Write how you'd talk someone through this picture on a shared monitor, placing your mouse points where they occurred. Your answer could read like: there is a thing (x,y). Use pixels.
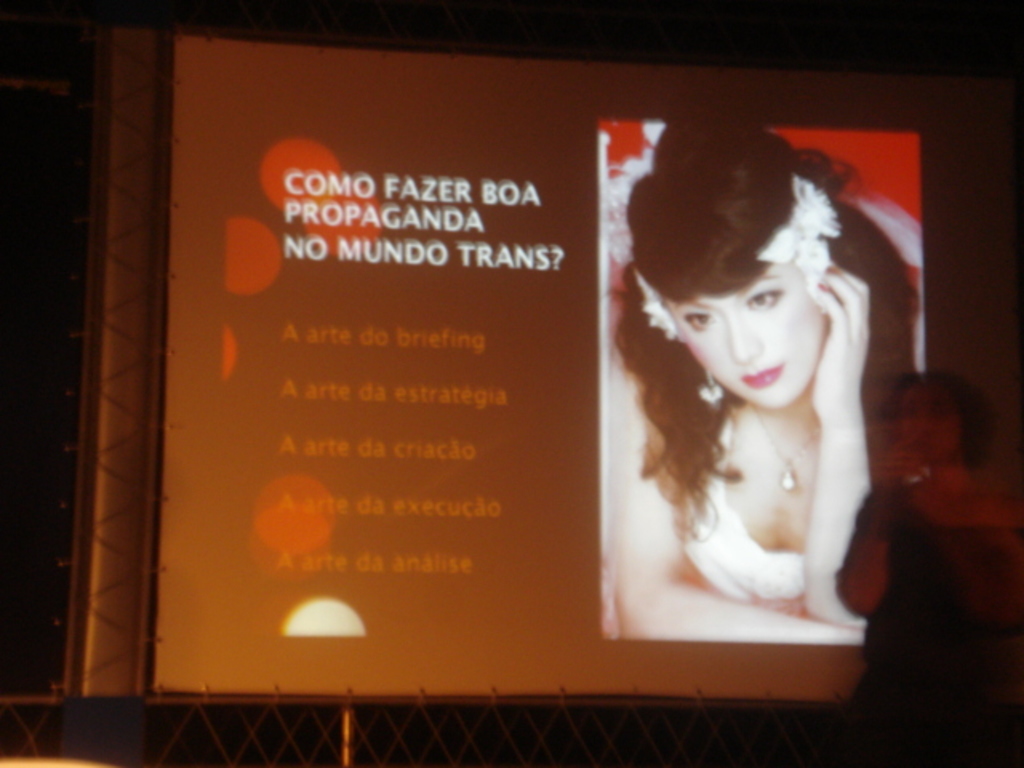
In this image we can see a person (977,687) standing on the right side of the image (944,516) and there is a board (611,607) with some text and a picture (709,313) of a person (842,549). In the background (800,8), the image is dark.
